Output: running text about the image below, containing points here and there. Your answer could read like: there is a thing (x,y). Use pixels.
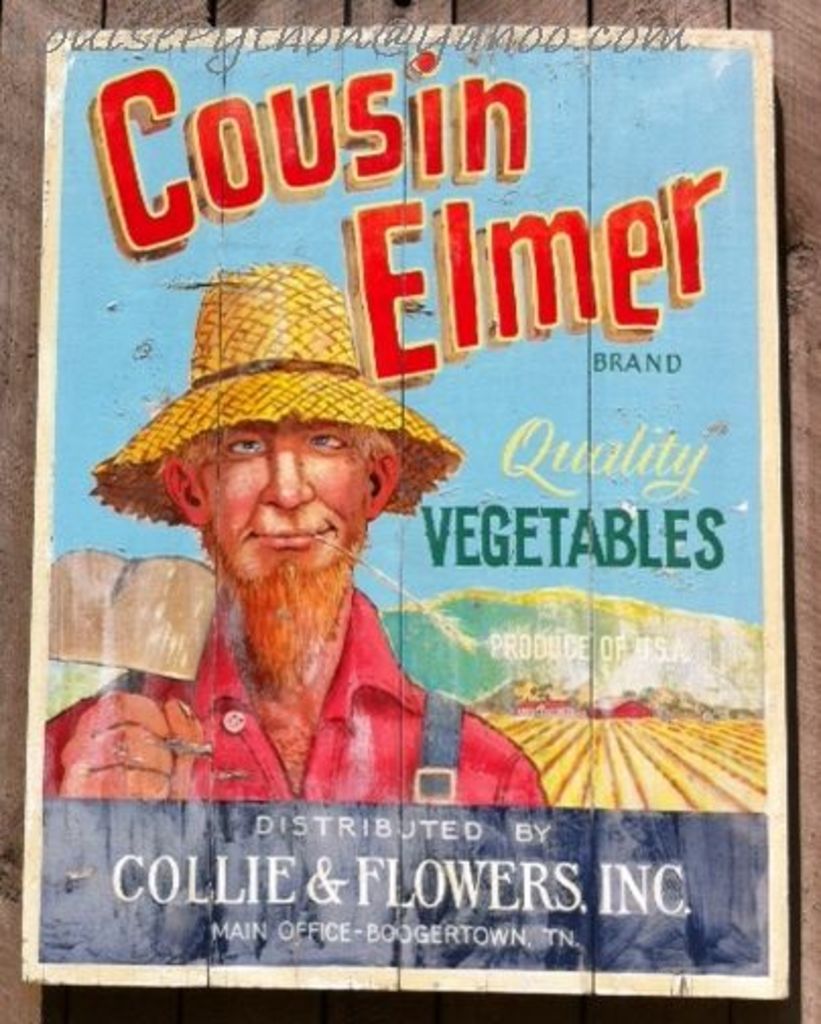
In this image there is a poster (644,501) on the wall (786,489). This poster (420,527) consists of an image (325,787) and a text (127,226) on it.
